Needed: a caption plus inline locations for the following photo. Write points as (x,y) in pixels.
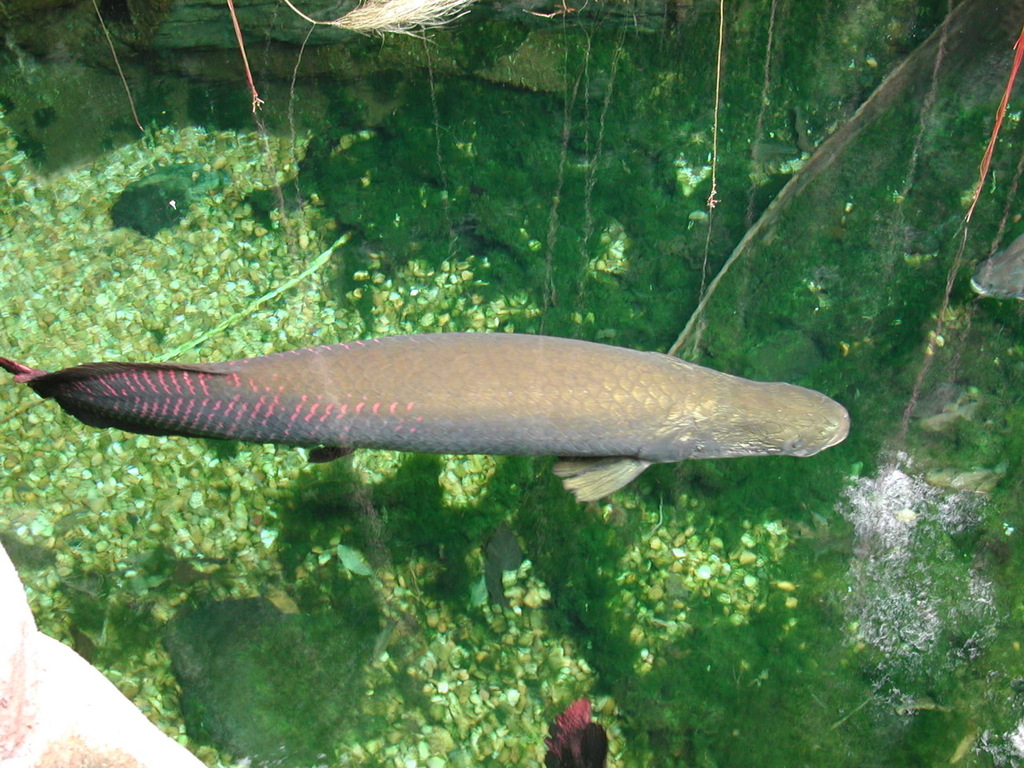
In this picture I can see plants (428,237) and fish (156,394) under the water (455,193).
